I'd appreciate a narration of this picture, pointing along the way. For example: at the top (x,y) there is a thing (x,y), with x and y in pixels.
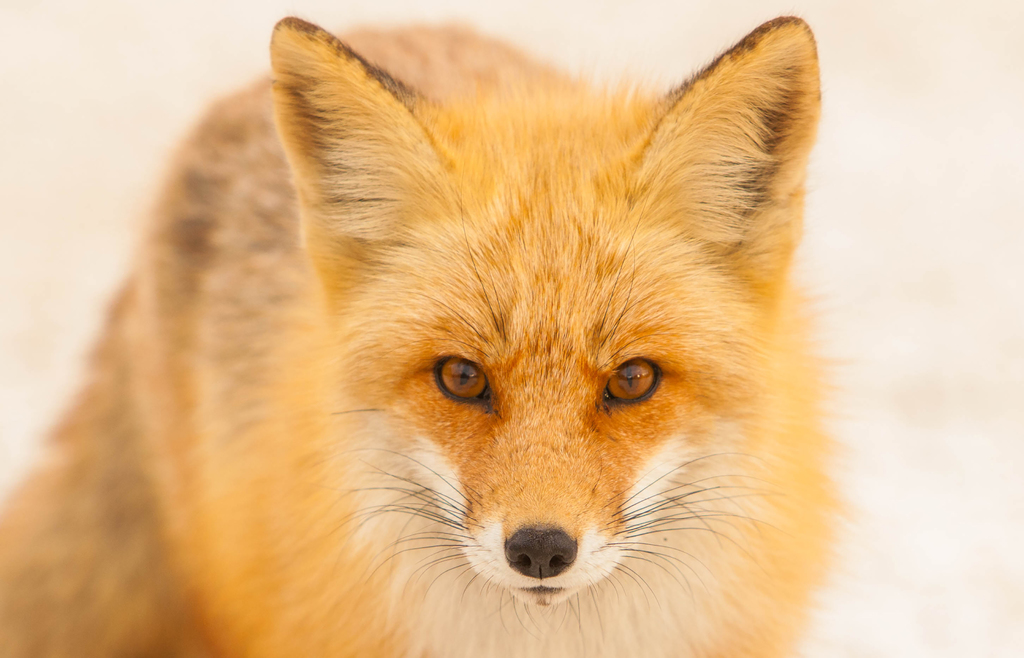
In this picture I can see the animal (456,334).
